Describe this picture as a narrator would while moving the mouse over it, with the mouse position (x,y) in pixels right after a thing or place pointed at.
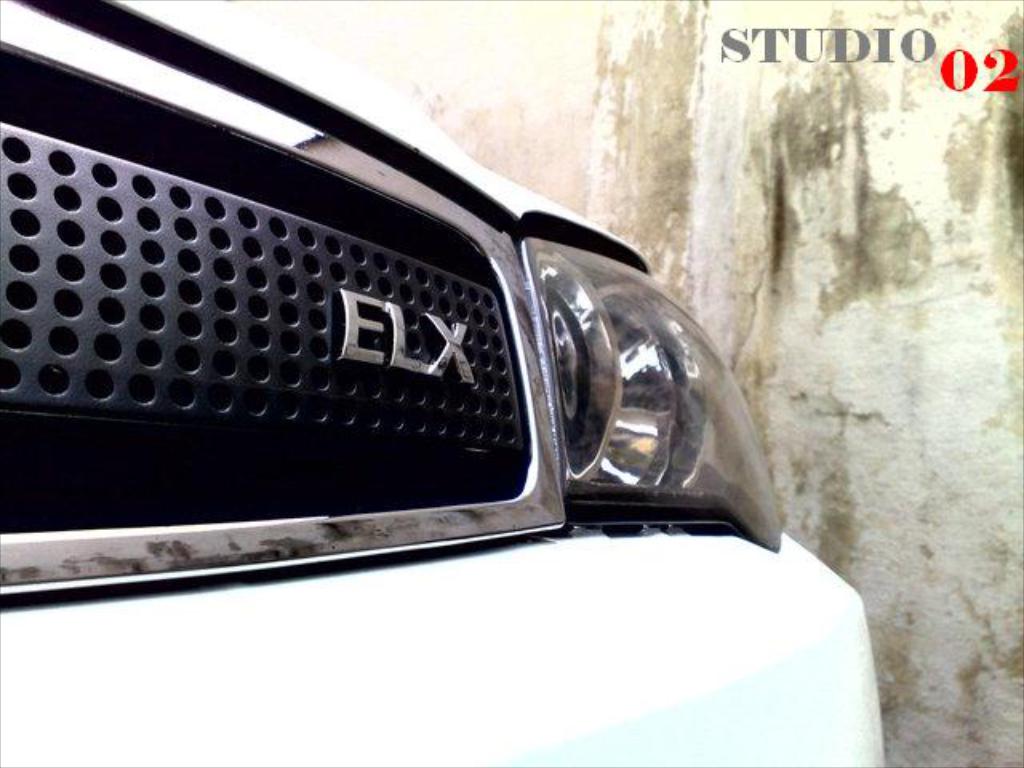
In the center of the image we can see car (736,710). In the background (711,106) there is wall (676,104).
